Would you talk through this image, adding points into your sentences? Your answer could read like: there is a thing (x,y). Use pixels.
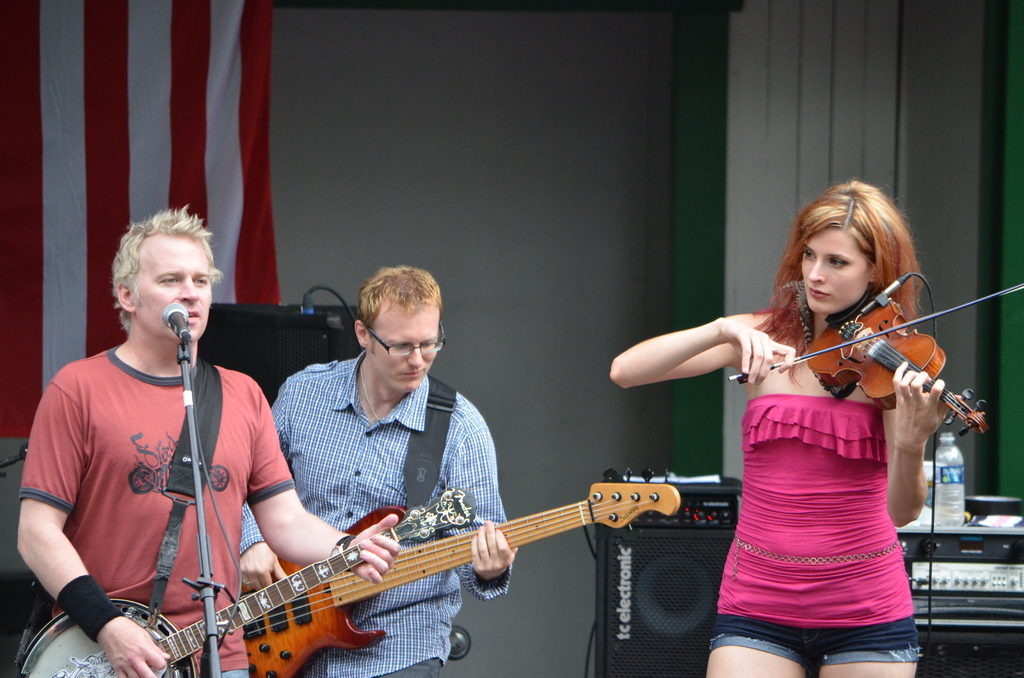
in this picture there are three people (486,511) one woman (854,417) and two men's (293,501) are standing here and playing a violin (858,345) and beside one man (335,525) is standing and playing a guitar (394,580) and the other person (159,333) is singing in microphone (174,324) and he is playing a musical instruments (92,658) and back side there is a cloth (169,104) which is white and red in colour and there is a sound system (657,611) on that sound system (938,541) there is a bottle (946,501).
